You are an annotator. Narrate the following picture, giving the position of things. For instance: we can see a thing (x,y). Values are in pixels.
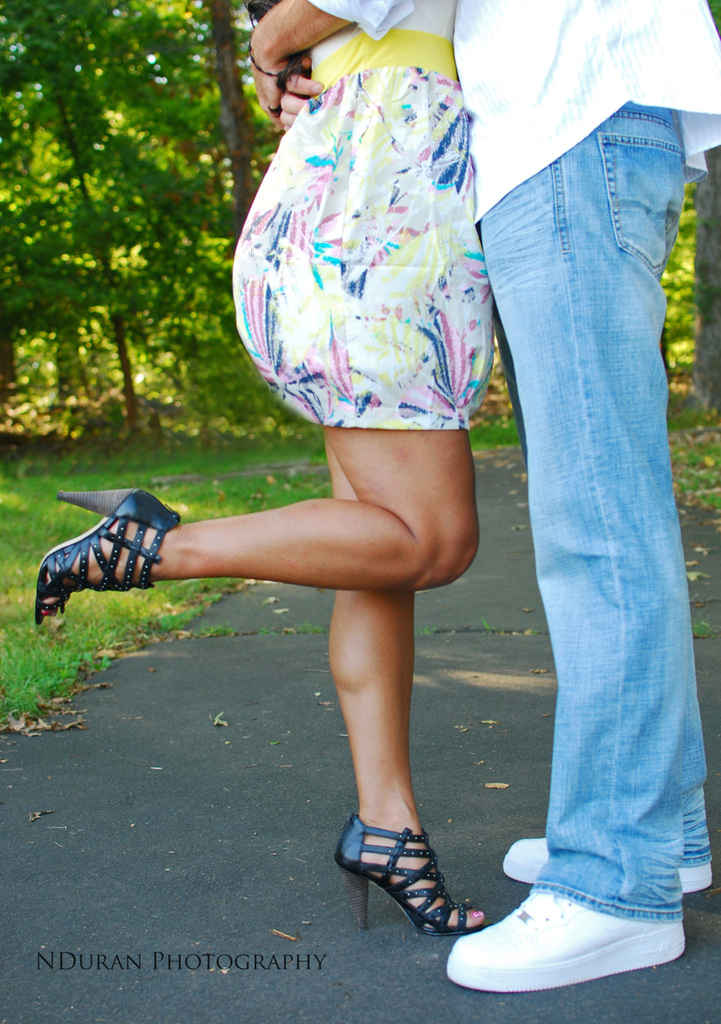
In this picture we can see two persons (525,395) are standing in the front (624,378), on the left side (23,508) there is grass (61,475), we can see trees (121,274) in the background (200,168).
